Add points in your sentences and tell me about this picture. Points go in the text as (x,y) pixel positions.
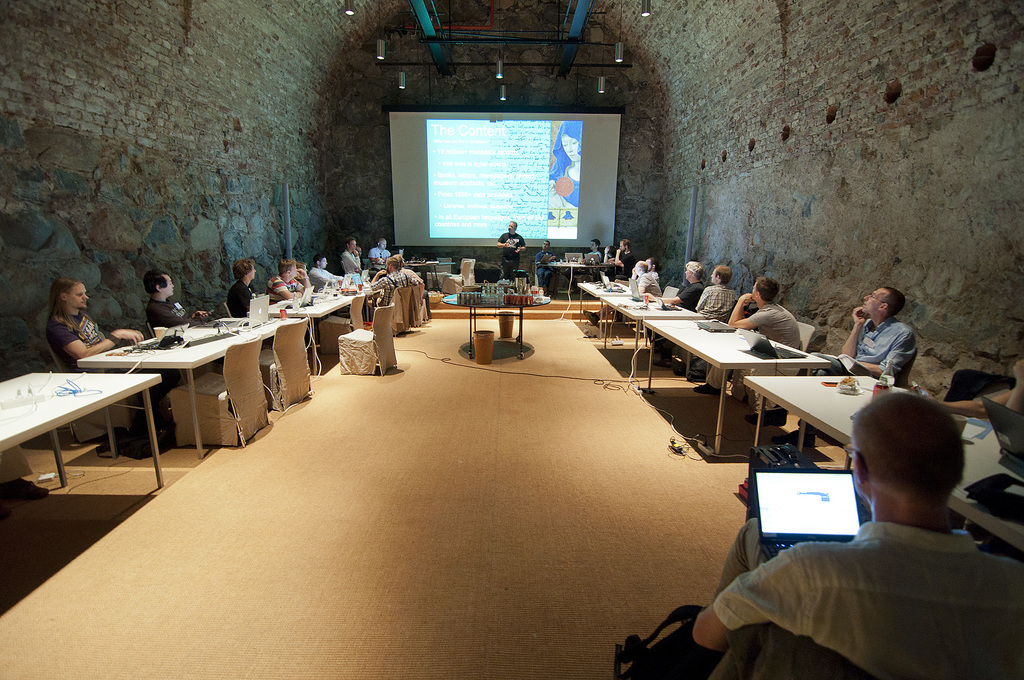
This picture shows a group people (69,317) seated on the chairs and we see few laptops (785,541) on the table (171,351) and we see a projector screen (528,242) and a man (511,235) speaking by standing.
